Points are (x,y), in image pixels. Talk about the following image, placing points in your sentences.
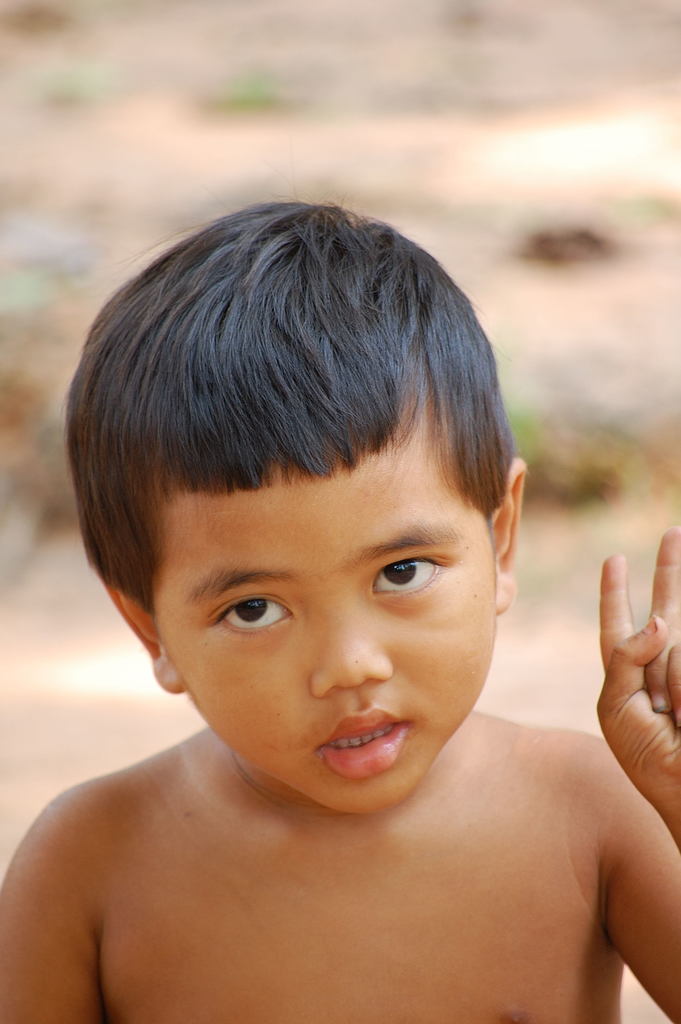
This picture shows a boy (368,732) and he is showing his two fingers (611,661).
